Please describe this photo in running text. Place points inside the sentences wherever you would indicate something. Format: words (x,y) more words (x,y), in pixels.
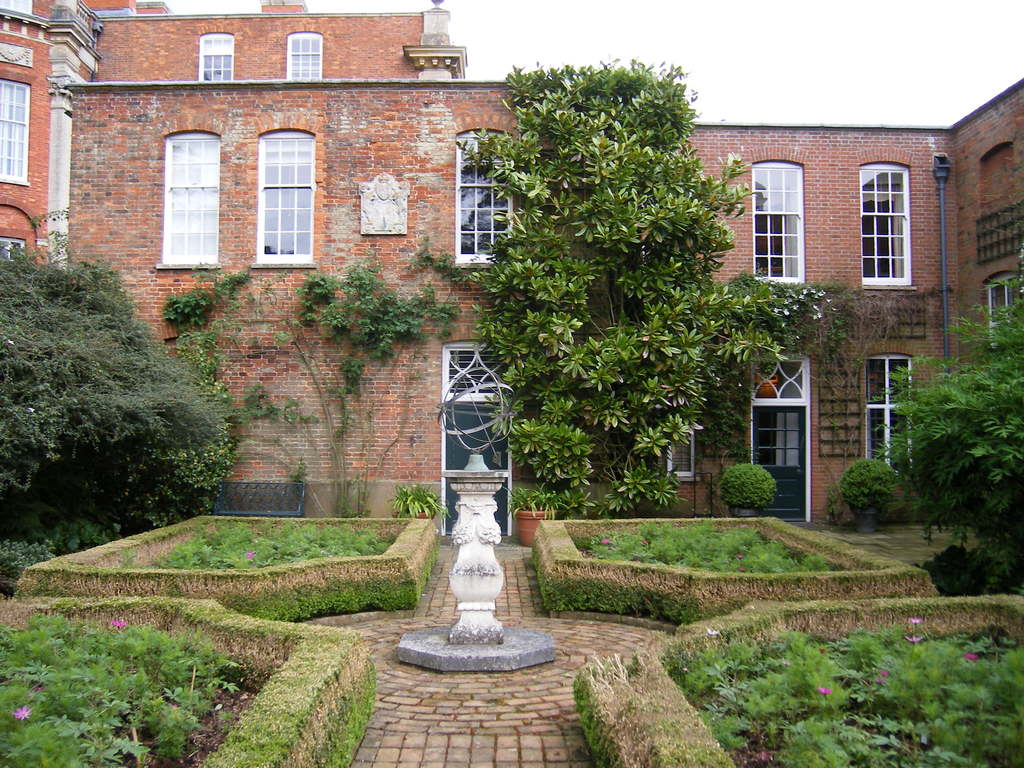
In the picture we can see a building (254,428) with glass windows (17,158) and doors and near to it, we can see some plants (240,537), trees (26,455) and some sundial (525,652) in the middle of the path (519,612) and behind the building (834,131) we can see a sky (623,19).
